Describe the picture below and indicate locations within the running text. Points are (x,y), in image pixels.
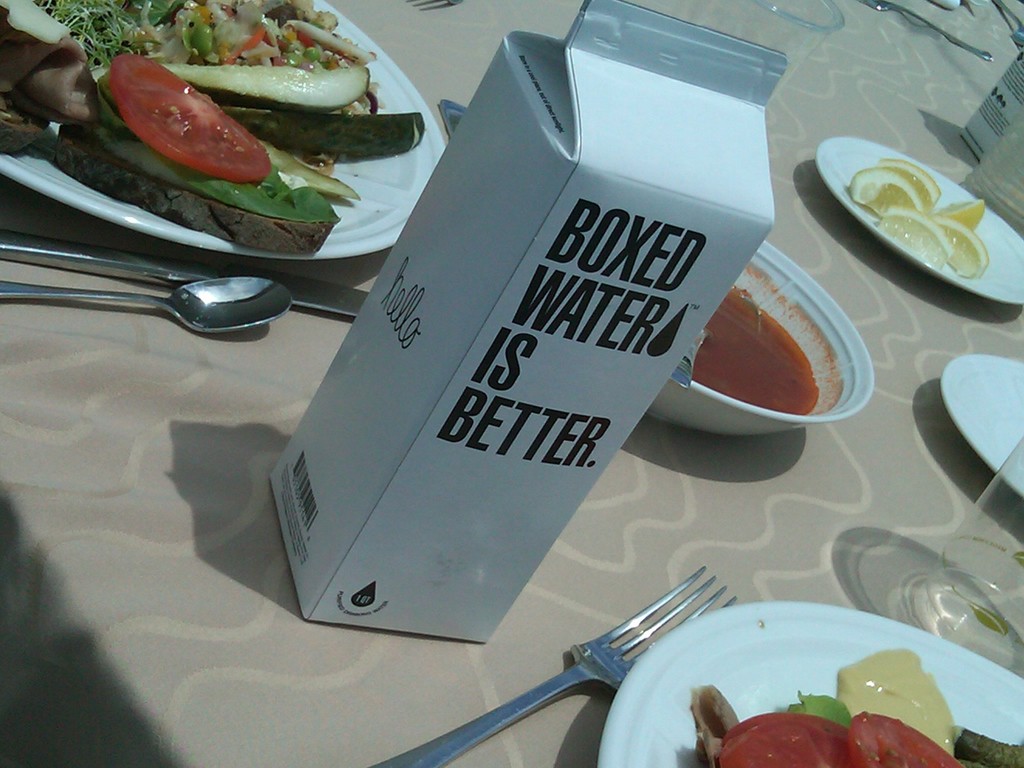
In this image there is a tablecloth (206,541), forks (506,720), spoons (236,326), plates (345,239), bowl (816,379), packet (681,322), glasses (978,506), food (94,89) and objects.
